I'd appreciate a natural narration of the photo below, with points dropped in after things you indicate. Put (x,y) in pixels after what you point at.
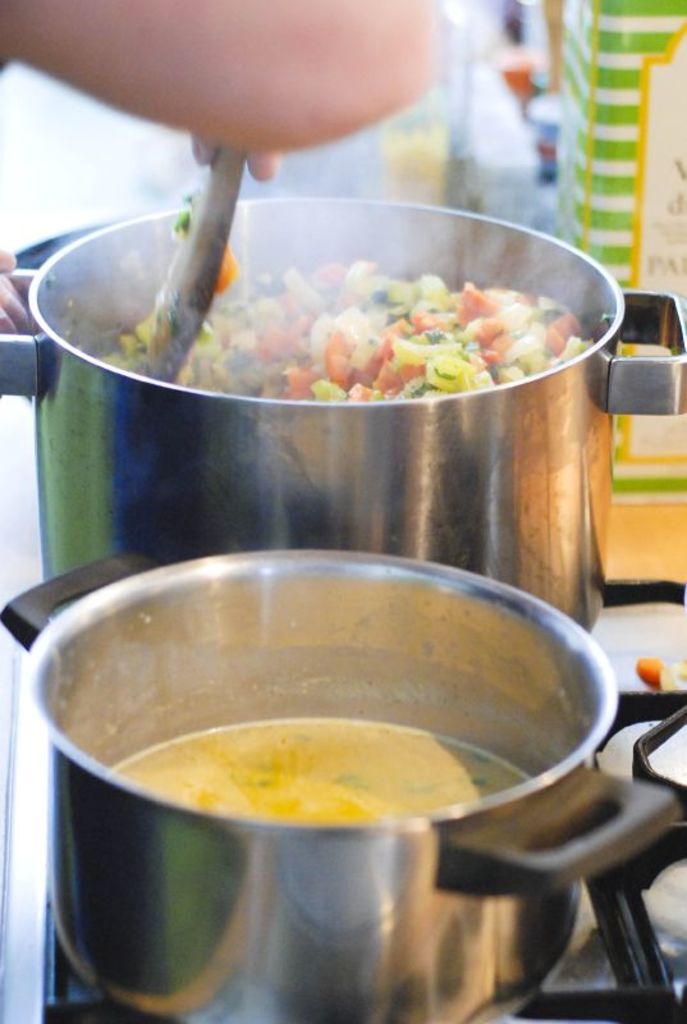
In this image we can see two vessels (360,629) with food items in it on the stove (31,577). At the top of the image (70,71) there is a person's hand (37,14) holding a spoon (210,275).
